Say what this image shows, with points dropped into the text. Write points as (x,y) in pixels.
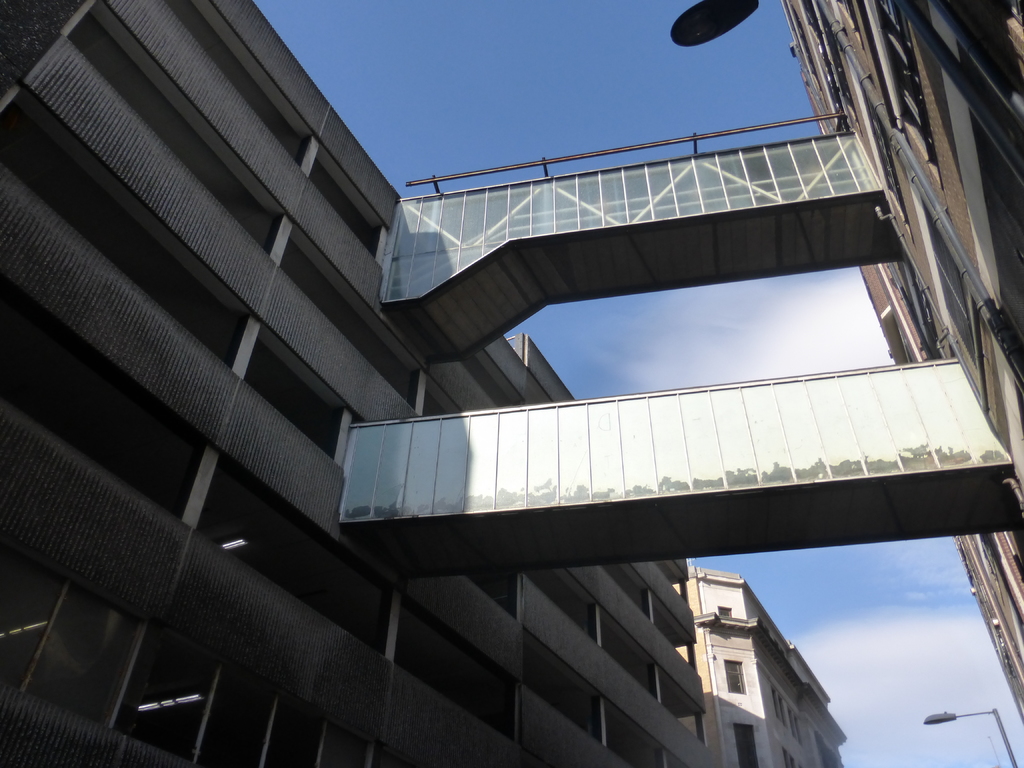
In this picture I can observe two buildings (855,91). I can observe two bridges (500,215) in the middle of the picture (584,410) which are connecting these two buildings (976,166). In the background (596,341) I can observe sky (552,73).
